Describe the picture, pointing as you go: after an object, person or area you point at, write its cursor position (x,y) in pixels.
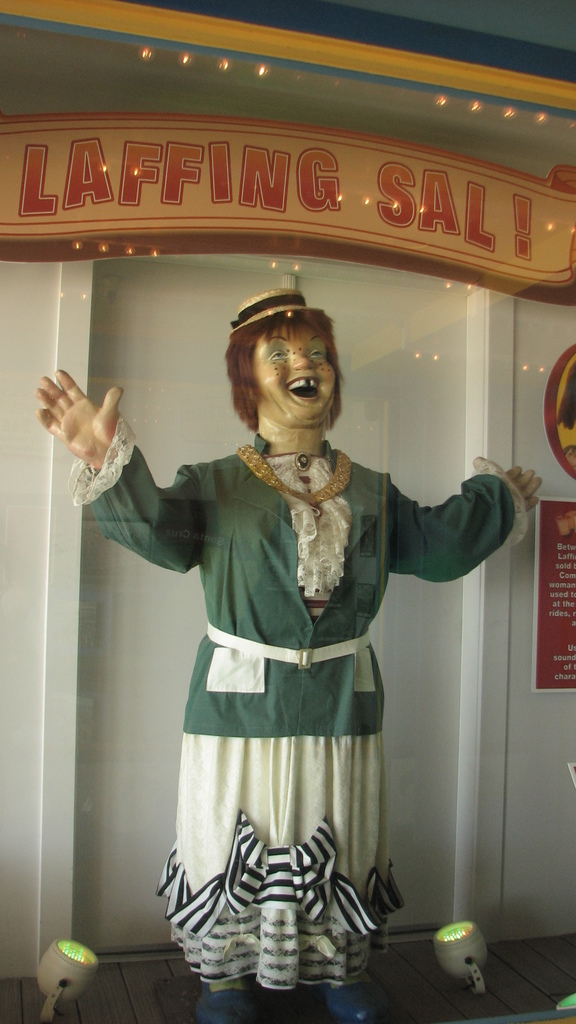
In this image we can see a doll (346,705) wearing green coat (278,531) and a cap (268,306) is standing on the floor (171,992). Two light bulbs (47,959) are placed beside the doll (202,1007). In the background (88,180) we can see a sign board (323,191) saying Laffing Sal.
